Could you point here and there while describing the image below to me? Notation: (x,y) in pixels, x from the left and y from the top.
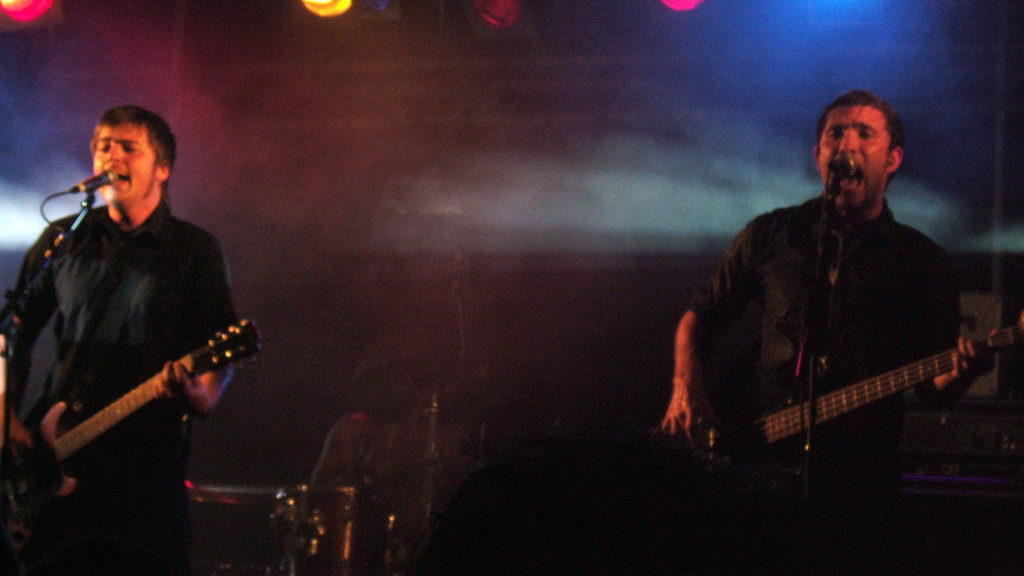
In this picture we can see a person (121,151) standing on a stage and singing, and here is the microphone (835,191) and holding a guitar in his hand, here is the stand (812,374), and right to opposite here is the man (839,143) playing guitar (775,418) and singing, and here at the back (264,491) there are musical drums (296,497).
